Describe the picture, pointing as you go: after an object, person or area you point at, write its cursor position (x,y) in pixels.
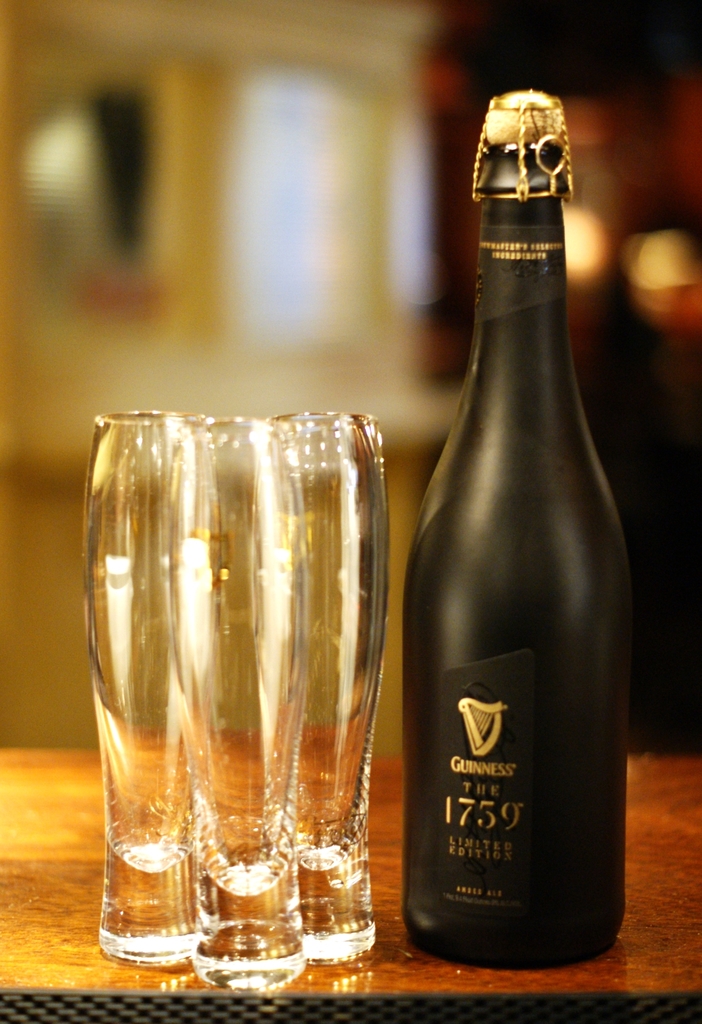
In this image I can see few glasses (160,473) and the black color bottle (497,866) on the brown color surface (578,981). Background (382,267) is blurred.
